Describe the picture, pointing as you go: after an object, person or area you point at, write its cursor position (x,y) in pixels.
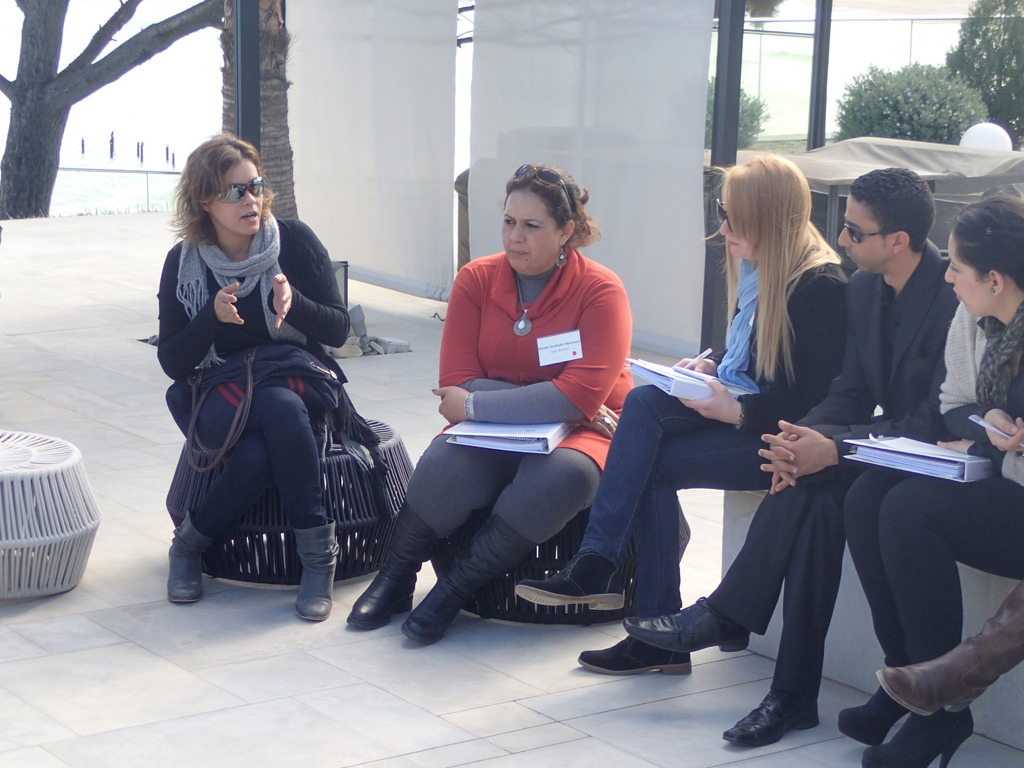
In this image there is a group of people (752,446) holding books (540,429) and pens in their hands (463,390) are sitting, beside there is an empty stool (50,465), behind them there are trees (2,201), metal rods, banners (701,158), tents (932,170), lamp posts (979,146) and bushes (918,111) and a wall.
